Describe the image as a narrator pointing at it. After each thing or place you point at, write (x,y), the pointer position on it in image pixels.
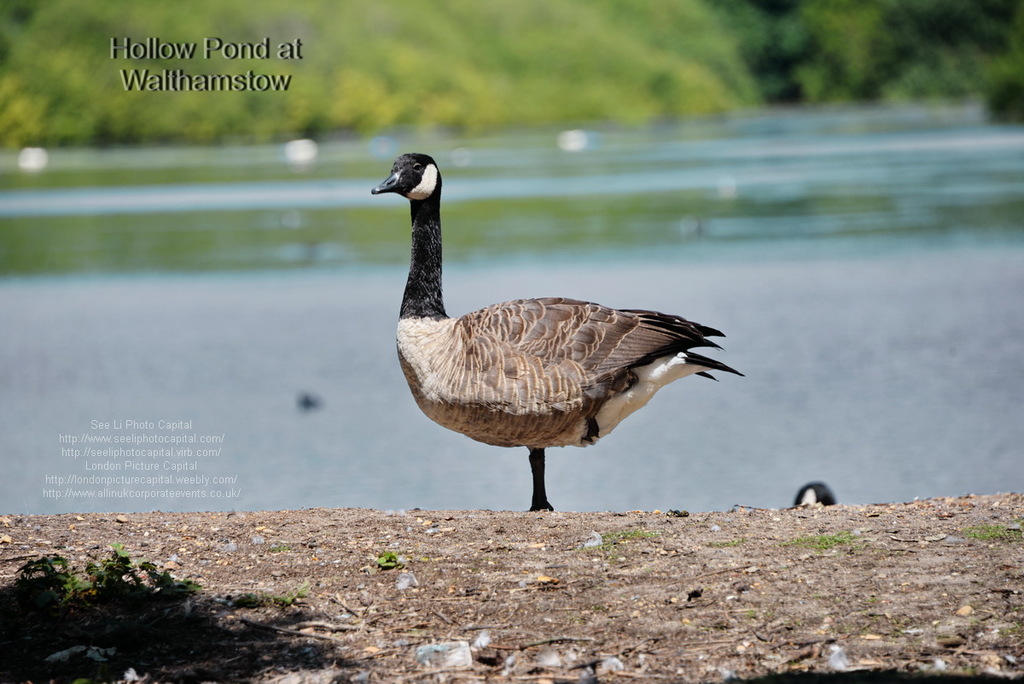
In the image we can see there is a goose (528,391) which is standing on the ground (597,633) and behind there is a water (562,281) and its a poster (559,332).
